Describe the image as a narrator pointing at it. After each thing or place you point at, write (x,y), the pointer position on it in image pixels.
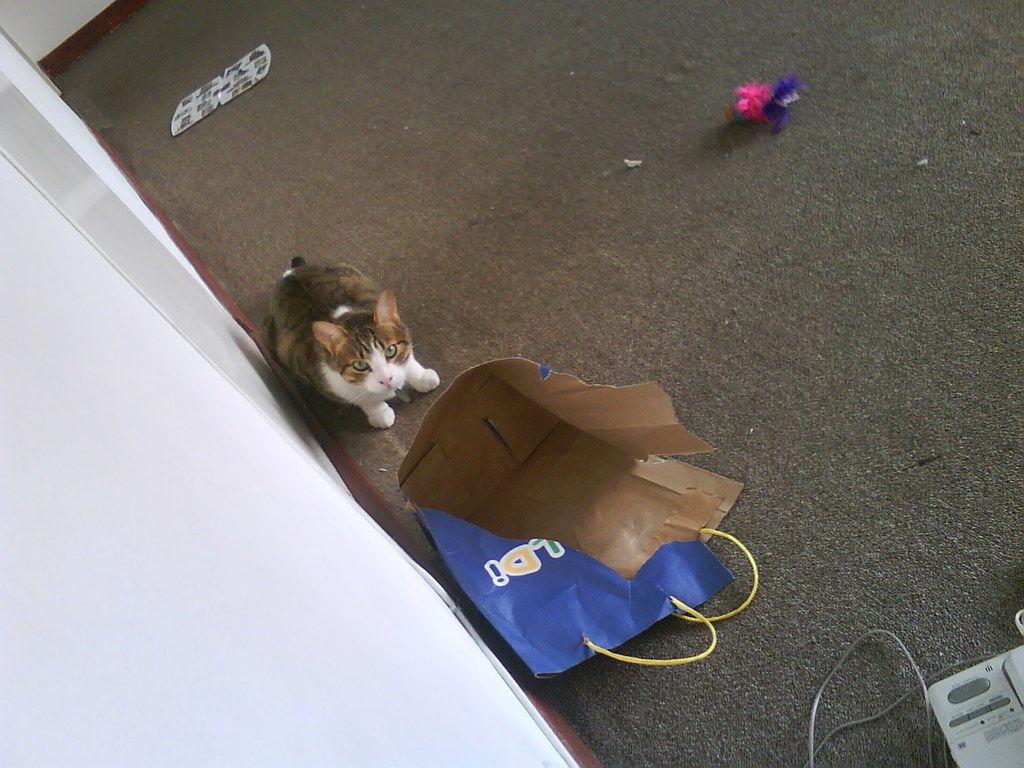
In this picture there is a cat (382,406) and a paper bag (577,490) in the center of the image (507,467).
